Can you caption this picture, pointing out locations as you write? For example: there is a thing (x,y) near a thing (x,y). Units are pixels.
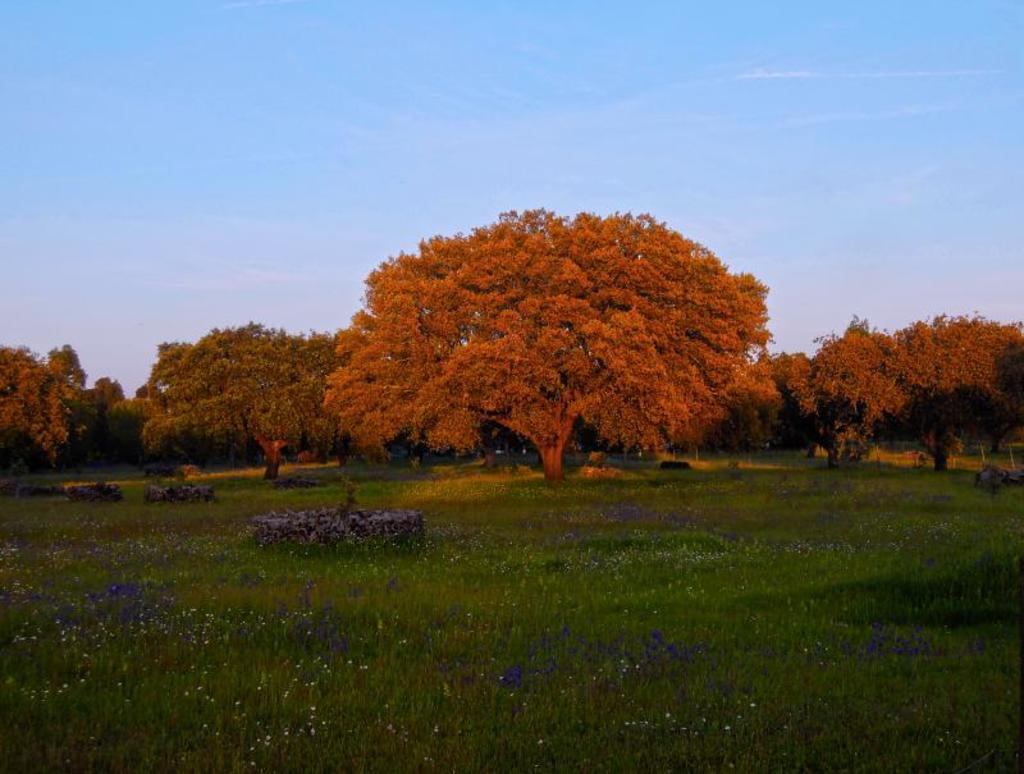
There are plenty of big trees (402,399) in a garden (523,590) and around the trees (90,421) there are small plants (338,555) with some flowers (147,549).
